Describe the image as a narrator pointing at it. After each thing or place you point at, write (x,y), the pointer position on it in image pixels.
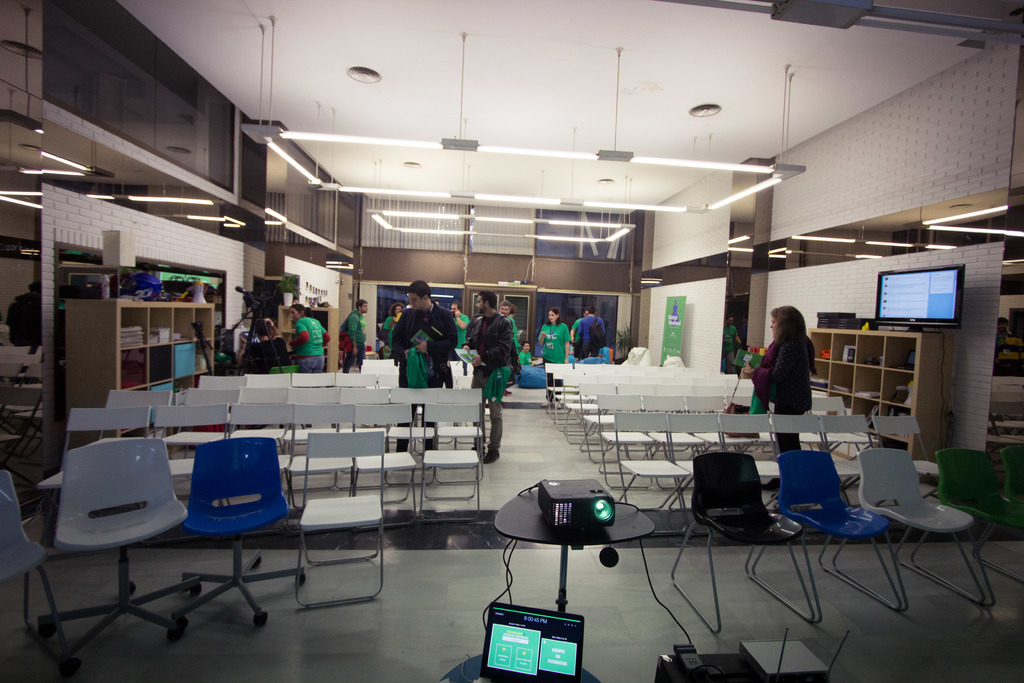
Few persons (401,321) standing. We can see chairs (466,396) and table (524,497). On the table (536,499) we can see projector (609,521). This is laptop (578,652). On the background (856,237) we can see wall (992,283), cupboards (925,348), television (911,310), banner (673,330). On the top (722,202) we can see lights (683,206). In the cupboard (155,346) we can see books (126,336). This is floor (309,631).
